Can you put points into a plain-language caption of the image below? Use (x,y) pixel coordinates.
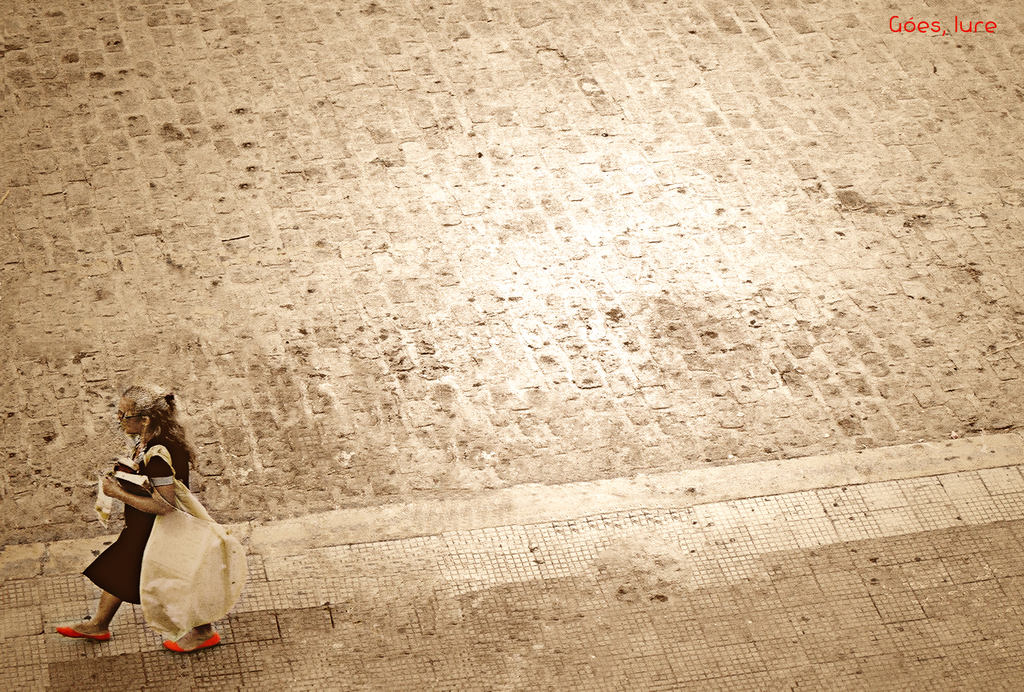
In this image, we can see a person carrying a bag (225,556). We can see the ground (527,323) and some text (925,28) on the top right corner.
